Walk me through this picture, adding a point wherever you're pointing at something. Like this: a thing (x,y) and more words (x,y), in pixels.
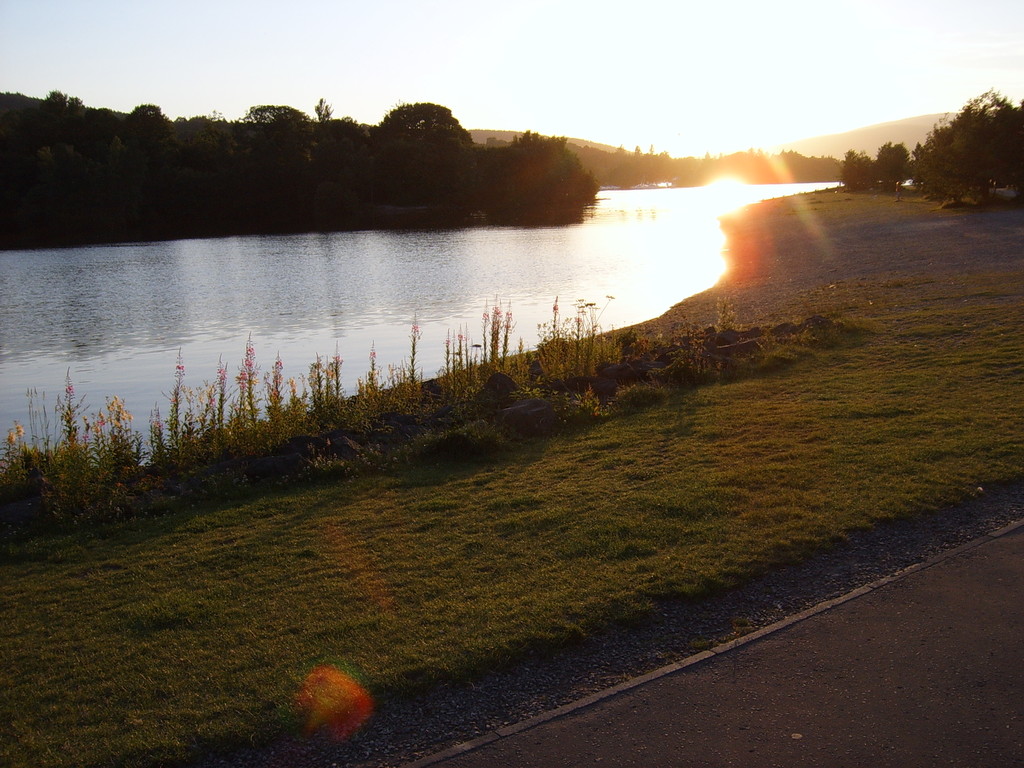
This picture is clicked in the outskirts. At the bottom of the picture (805,653), we see the grass (754,522) and the road (914,687). Beside that, we see water (409,288) and this water (456,283) might be in a lake (321,298). There are trees (467,166) in the background (566,172). At the top of the picture (606,134), we see the sky (751,136) and the sun (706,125).
